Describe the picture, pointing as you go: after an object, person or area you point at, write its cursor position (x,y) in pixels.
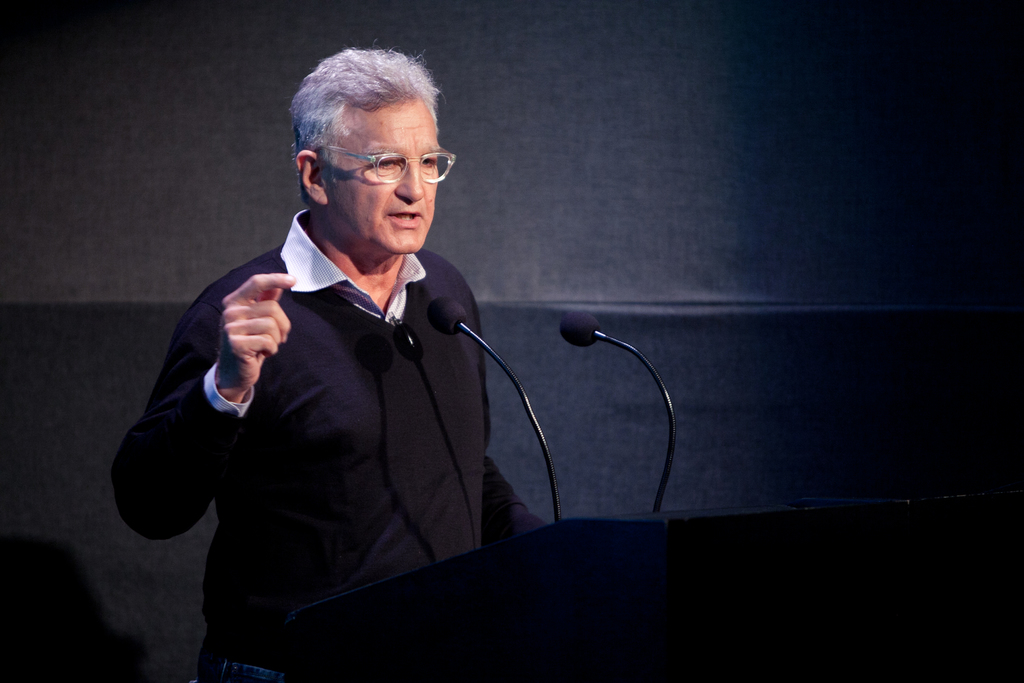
In the foreground of this image (429,400), there is a man (388,573) standing in front of a podium (563,557) on which, there are mics (664,476) and the background (682,476) is not clear.
